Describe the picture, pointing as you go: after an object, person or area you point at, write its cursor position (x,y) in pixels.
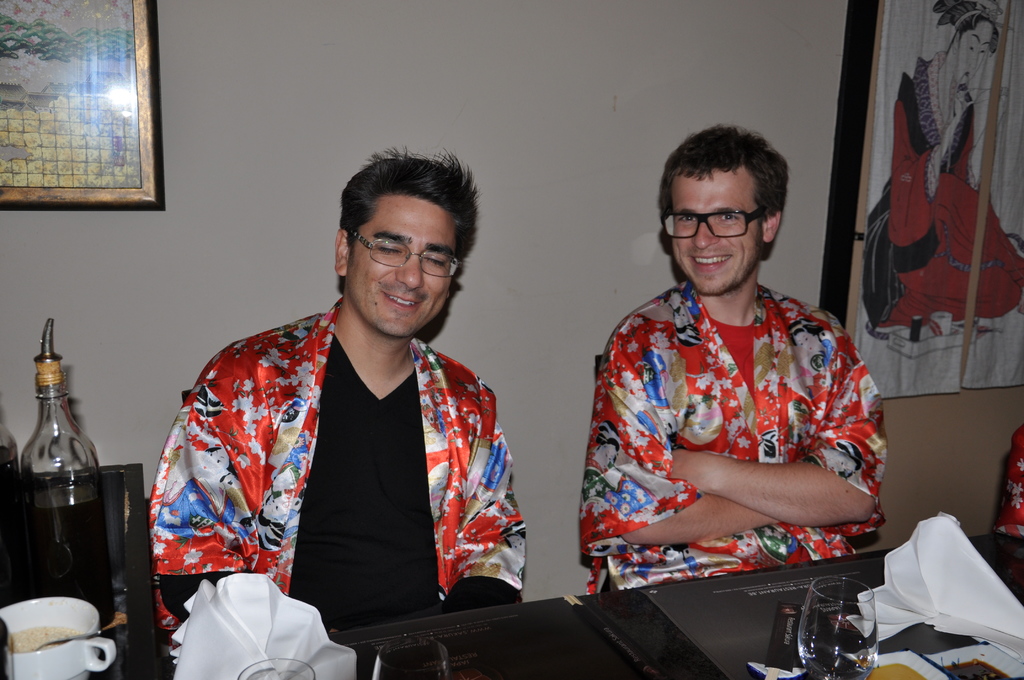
In this image I see 2 men (349,305) who are sitting and both of them are smiling, I can also see there is a table (101,676) in front of them and I see a glass (403,672), a cup (60,662), clothes (1013,646) and a bottle (9,529) over here. In the background (26,371) I see the wall (92,343) and a photo frame (83,8).
